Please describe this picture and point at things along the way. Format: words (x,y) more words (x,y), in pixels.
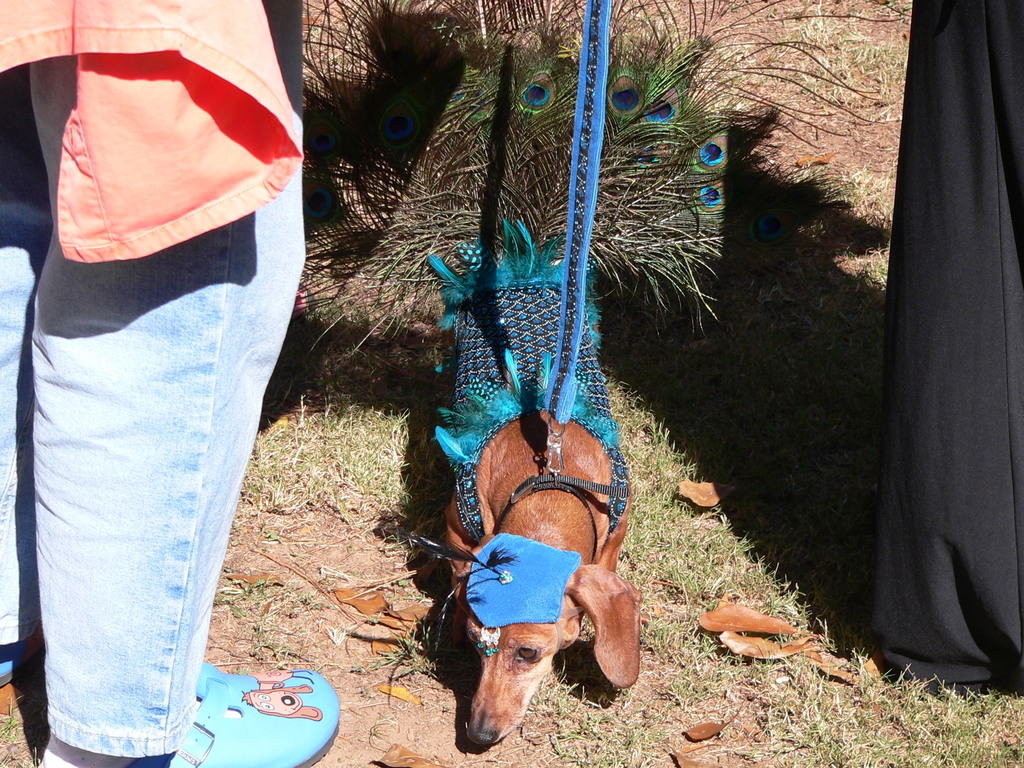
There is a dog (538,409) it is tied with a blue chain (591,50) and a person (984,399) is holding the chain (580,211) behind the dog (495,288) there are peacock feathers (555,194) and on the left side (55,608) another person (112,311) is standing and the person (264,728) is wearing blue color footwear (286,723), the dog (470,597) is standing on the grass (661,471), a huge sunlight (343,470) is focusing on the dog (525,506).
